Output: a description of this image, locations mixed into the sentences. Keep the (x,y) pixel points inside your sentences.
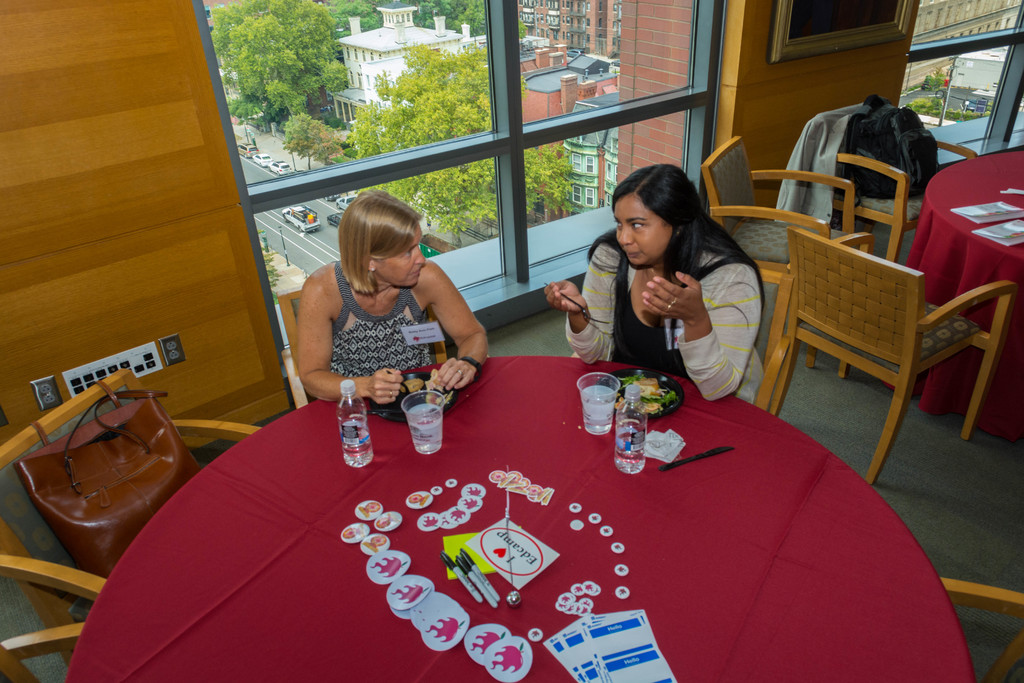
In the picture it is a room (242,417) there is a red color table (622,498) on which few cards (605,535), pens (474,591), glass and some food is placed, in front of the table (482,455) there are two women (387,313) sitting in the background (274,90) there is a window (313,69) and outside the window (291,41) there are trees (462,120), buildings (381,73), road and vehicle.
